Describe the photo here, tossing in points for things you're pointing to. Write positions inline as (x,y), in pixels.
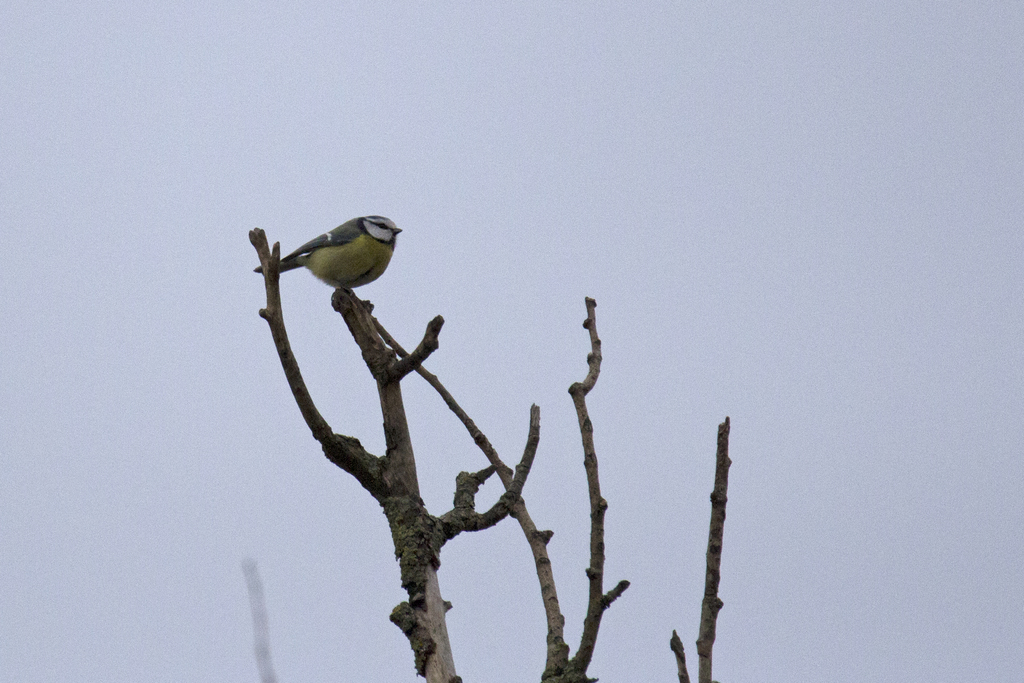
As we can see in the image there is sky (558,42), tree stem (391,460) and a bird (359,233).
